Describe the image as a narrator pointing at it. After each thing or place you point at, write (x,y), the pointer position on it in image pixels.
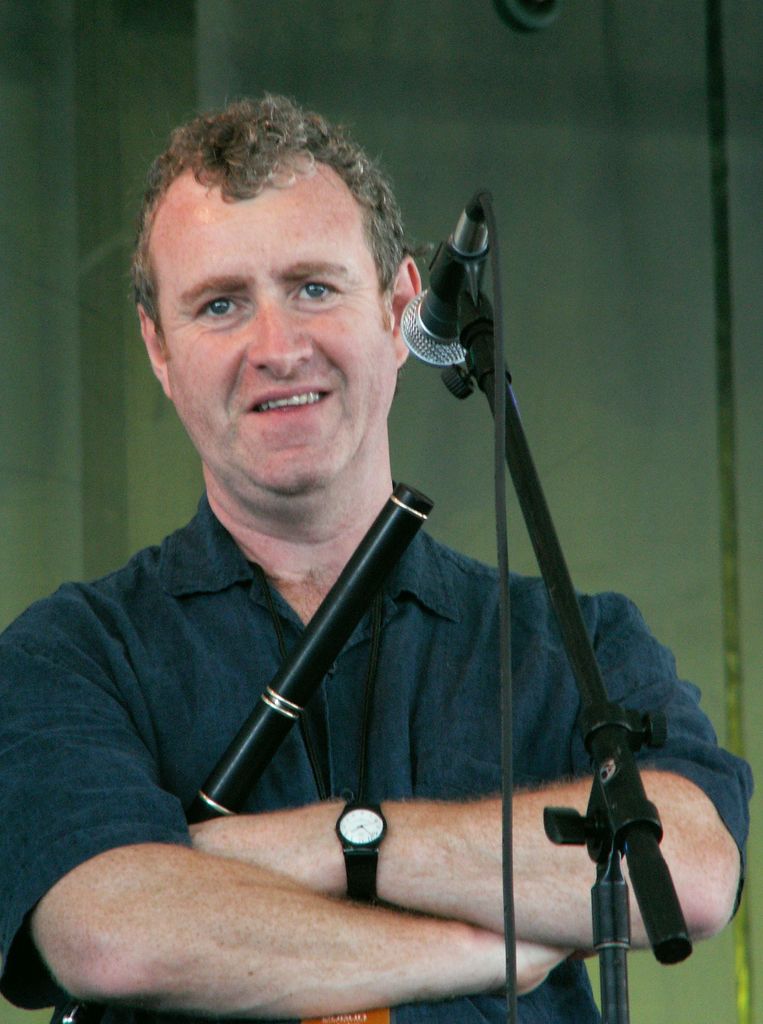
In this picture we can see a man (377,733) wearing a blue shirt (434,713) standing in the front (323,800), smiling and giving a pose to the camera. In the front (598,665) we can see the microphone stand (467,315). Behind there is a wall (444,228).
